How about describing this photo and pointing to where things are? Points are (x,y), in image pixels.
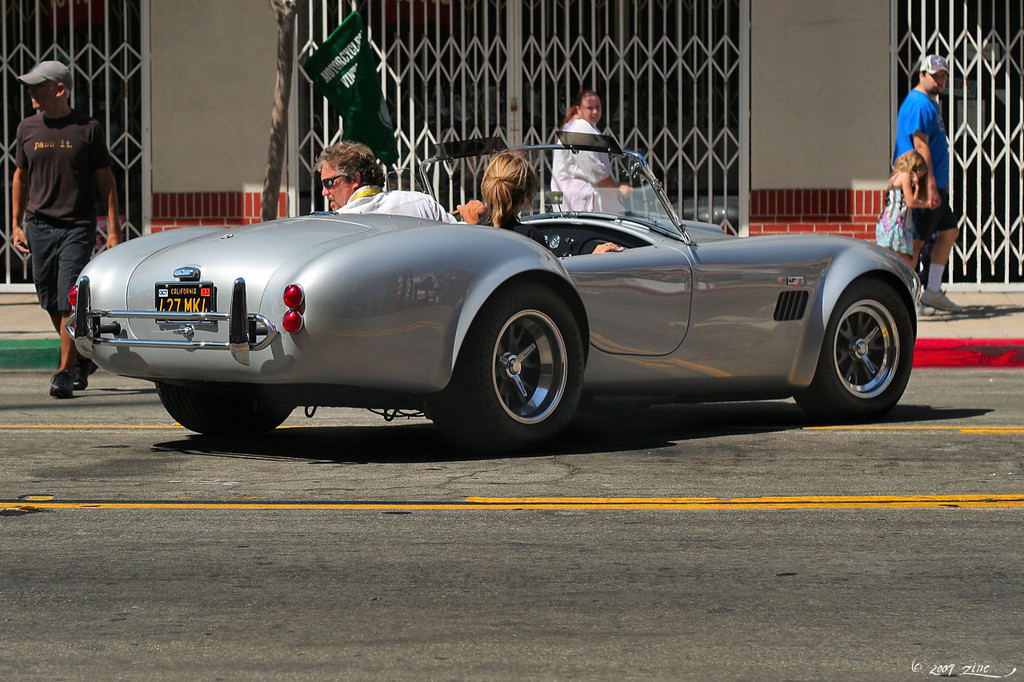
There are two persons (523,196) inside a car (686,372). This is road (408,544) and there are four persons (933,236). In the background (678,151) we can see a wall (832,85), and a gate (569,11).
